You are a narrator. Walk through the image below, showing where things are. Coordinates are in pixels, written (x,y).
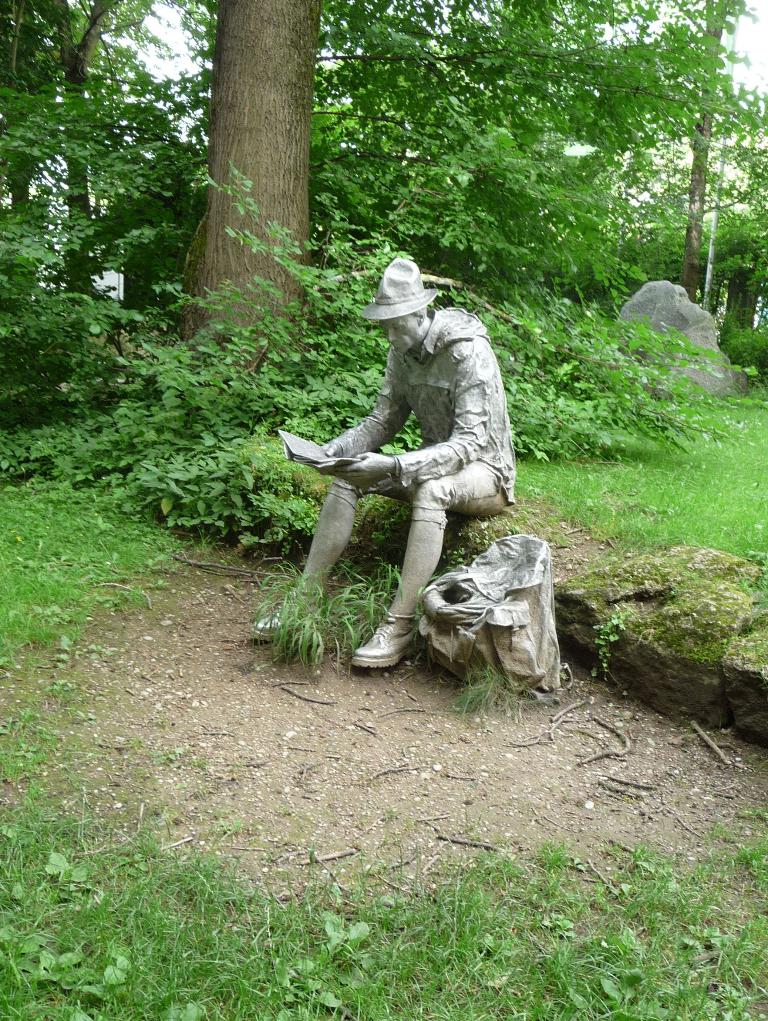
In this picture there is a statue (422,393) of a person (429,453) sitting and holding the book (331,470). At the back (589,160) there are trees (358,104) and there is a stone (699,371). At the top (756,89) there is sky (173,32). At the bottom (645,1014) there is grass (311,905).
